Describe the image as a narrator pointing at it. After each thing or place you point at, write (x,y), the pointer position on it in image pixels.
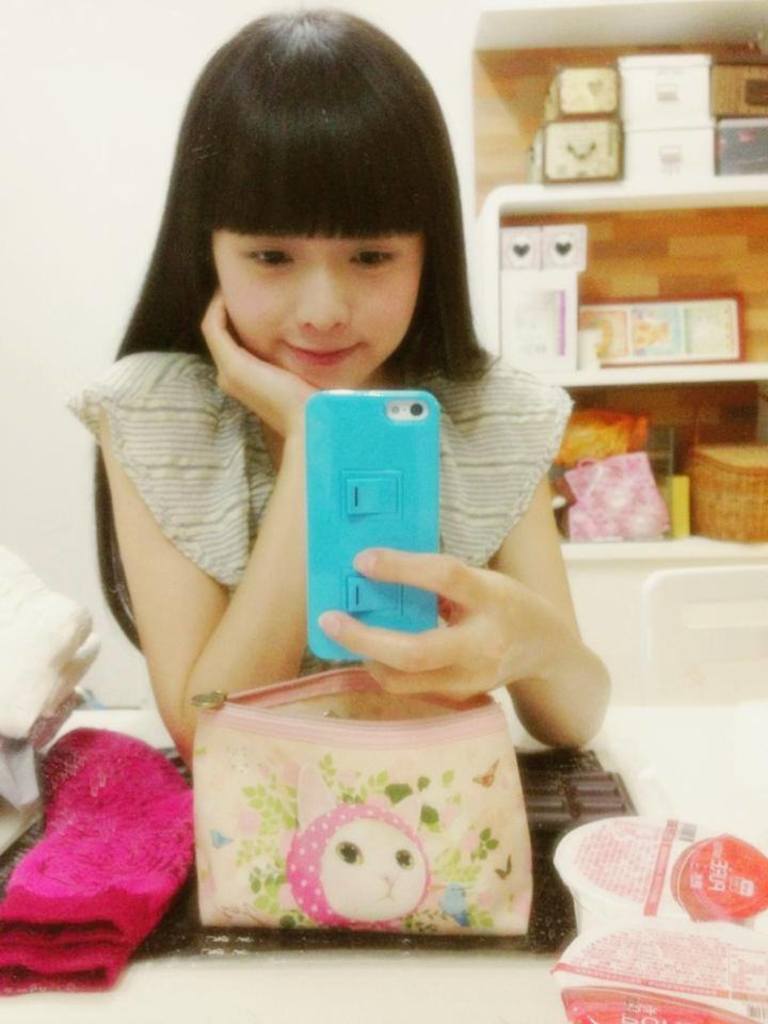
As we can see in the image there is a women (241,273), white color wall (40,107), shelves (763,332) and a table (27,1022). On table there is a keyboard (536,771), cloth (2,921) and a bag (447,782).
